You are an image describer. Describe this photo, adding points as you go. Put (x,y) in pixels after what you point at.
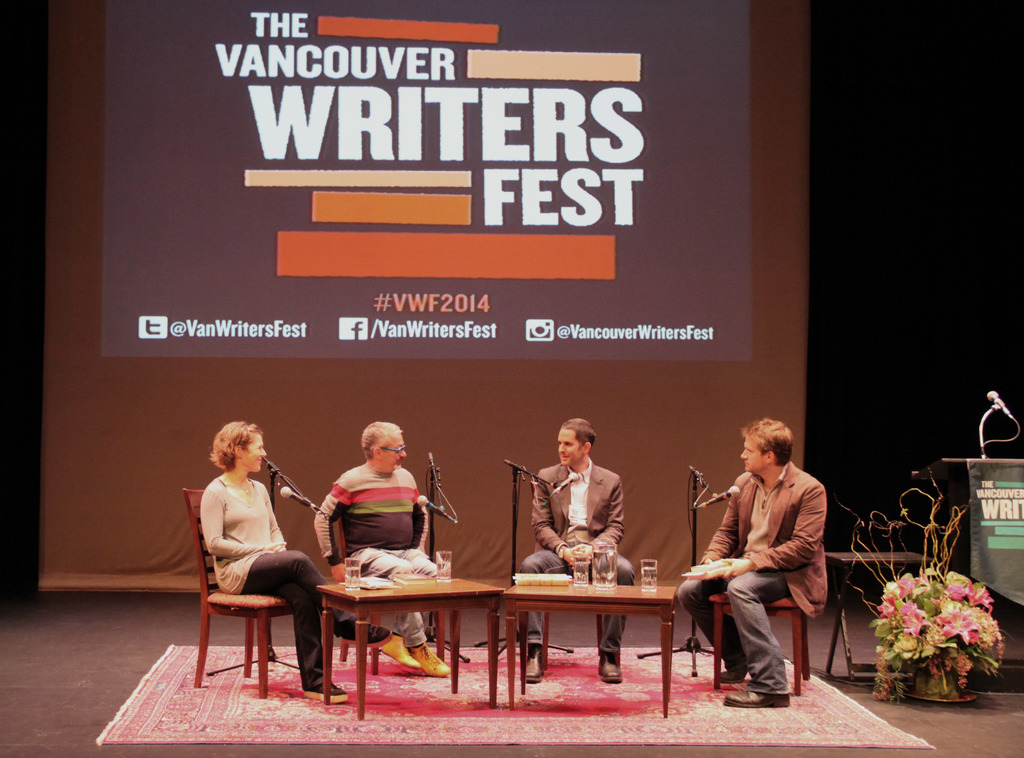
In the picture there are few men (415,546) and a woman (247,519) sat on chair (247,629) on a stage (996,710) talking on mic (304,498). It seems to be of a conference, backside there is screen (551,255) and below on the floor (545,753) there is a carpet (517,721). In the middle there is a table (459,646) and beside them there is a flower pot (896,617).
